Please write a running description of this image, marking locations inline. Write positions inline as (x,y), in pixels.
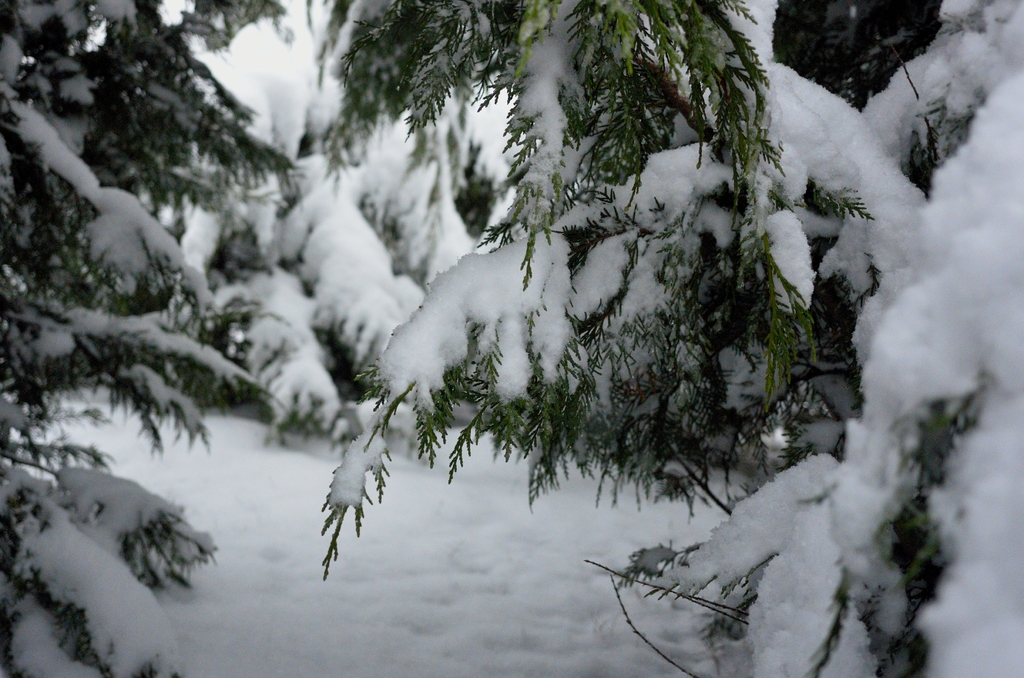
In this picture there is tree branches (600,321) full of snow (480,348). In the bottom (314,628) ground (387,670) there is a snow (313,628).
